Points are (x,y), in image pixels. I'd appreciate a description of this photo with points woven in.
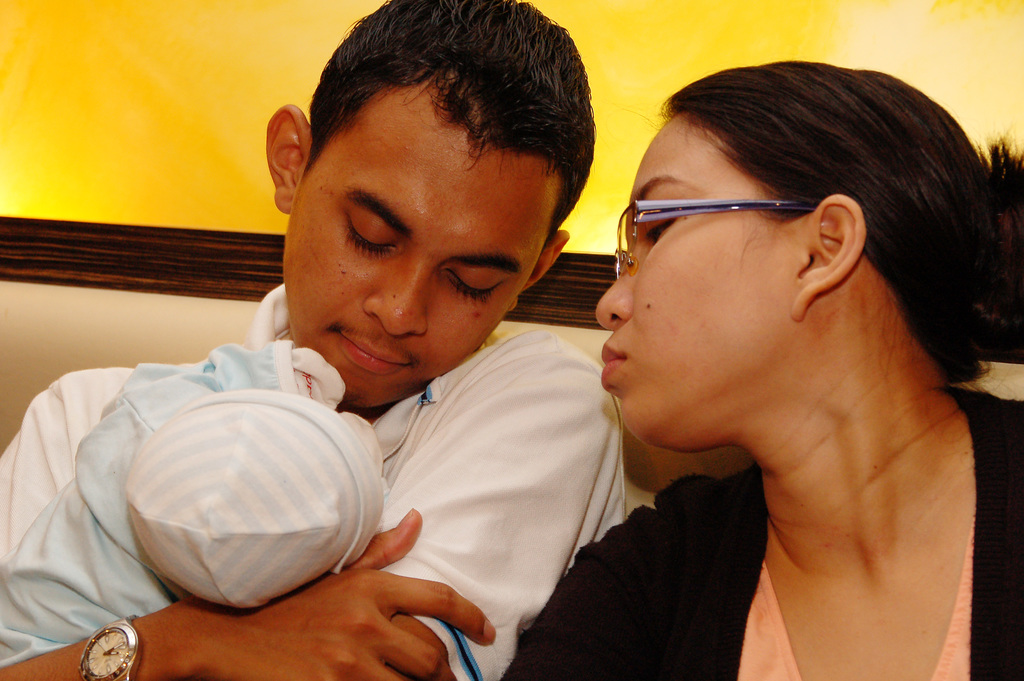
In this image, we can see persons (731,339) wearing clothes (464,367) in front of the wall (143,165). There is a person (748,349) on the right side of the image (889,342) wearing spectacles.
